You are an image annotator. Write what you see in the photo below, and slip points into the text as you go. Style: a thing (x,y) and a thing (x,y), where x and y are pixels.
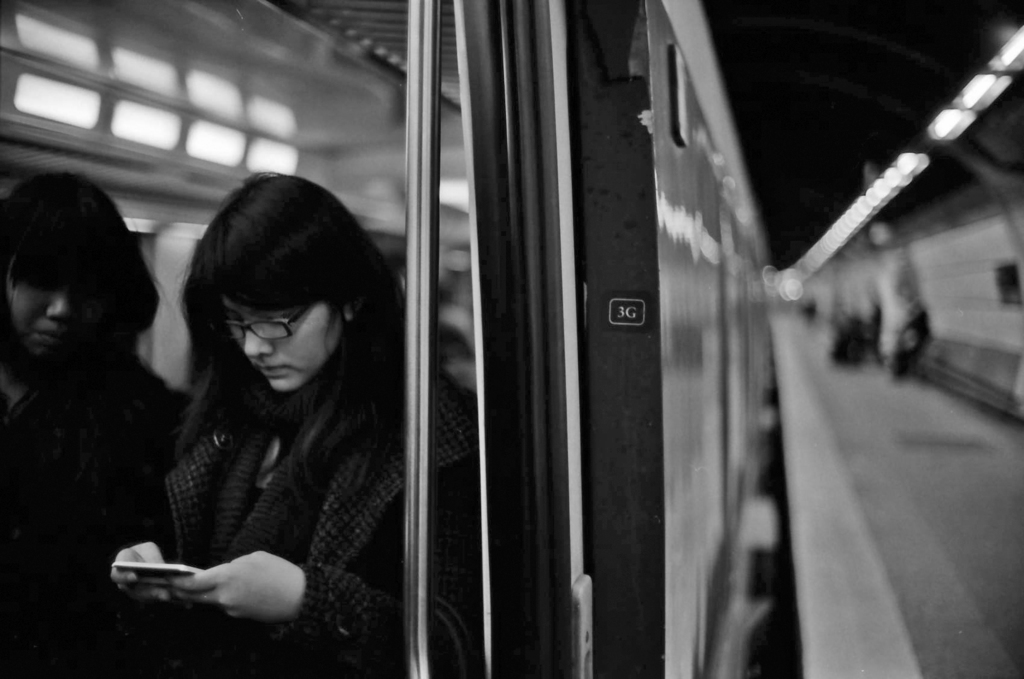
In this image on the left side (253,451) there are persons (155,425) standing and woman (325,460) in the center (355,432) is standing and holding a mobile phone (177,571) in her hand (156,582). On the right side (999,303) the image is blurry.
